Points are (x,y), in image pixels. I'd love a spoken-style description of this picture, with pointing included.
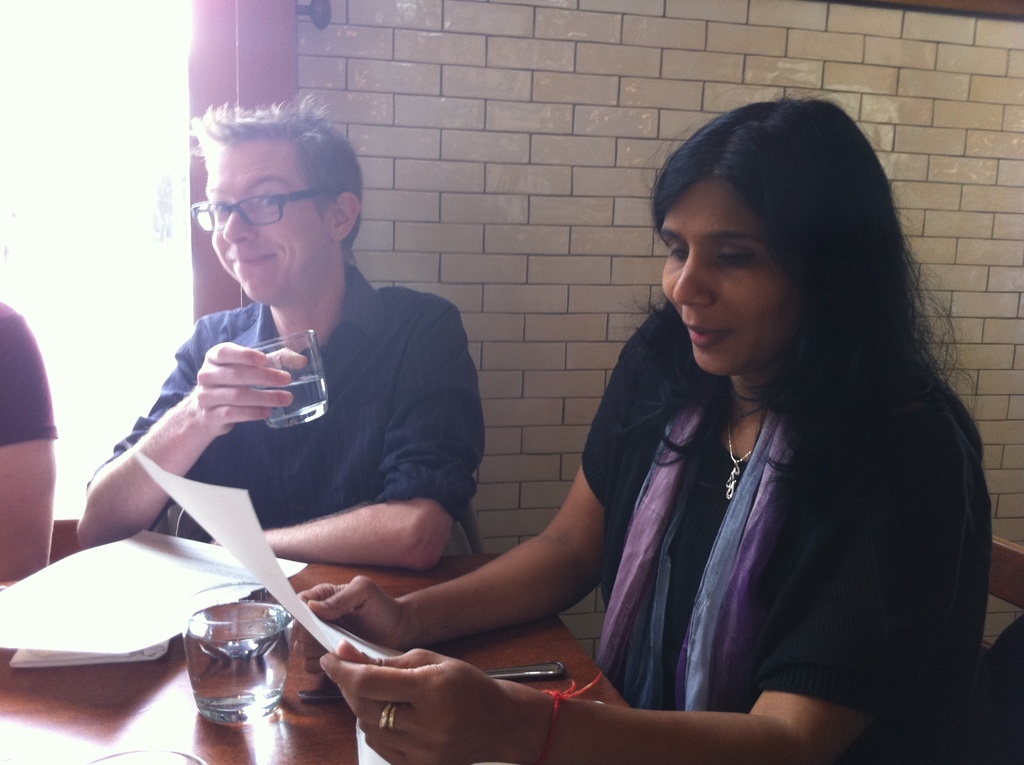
This image consists of a table (535,650) at the bottom (35,744). On that table (45,732) there are papers (181,604) and glass (200,638). There are two persons (763,396) in this image. One is holding a glass (270,419), one is holding paper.
